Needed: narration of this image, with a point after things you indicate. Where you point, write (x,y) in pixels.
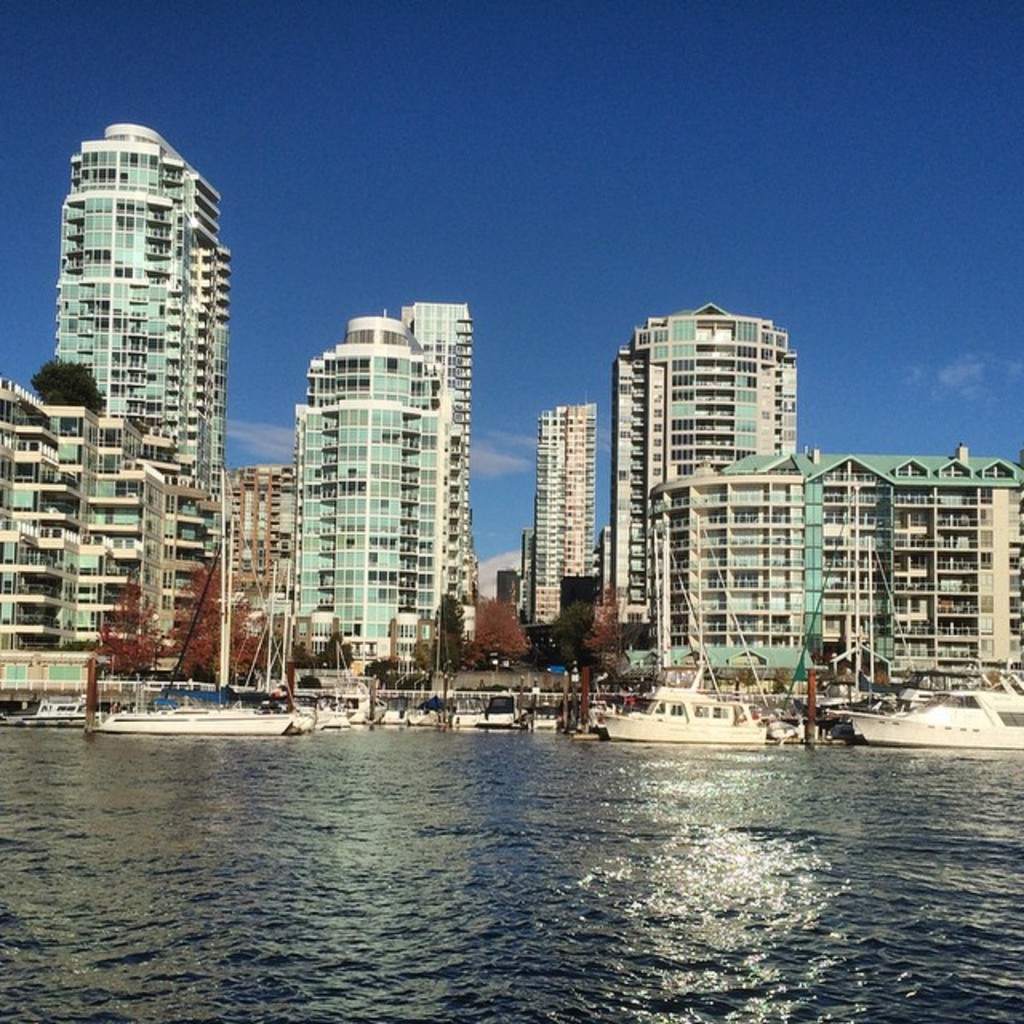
At the bottom of this image (541,753), there are boats (79,709) on the water (727,761). In the background (671,605), there are buildings (220,364), trees (154,634) and there are clouds (262,444) in the blue sky (241,402).
